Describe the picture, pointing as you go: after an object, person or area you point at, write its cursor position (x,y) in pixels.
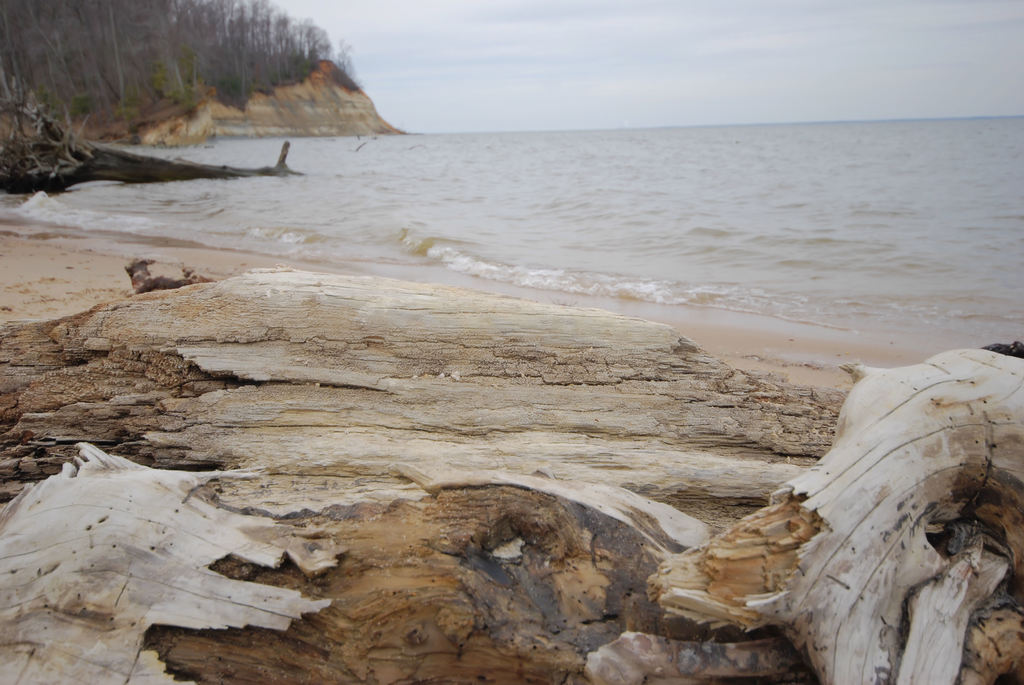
At the bottom of the image (700,546) there is a wooden stem (734,498), in front of that there is a river (695,200). In the background of the image (129,49) there are trees (285,64) and sky (643,60).
